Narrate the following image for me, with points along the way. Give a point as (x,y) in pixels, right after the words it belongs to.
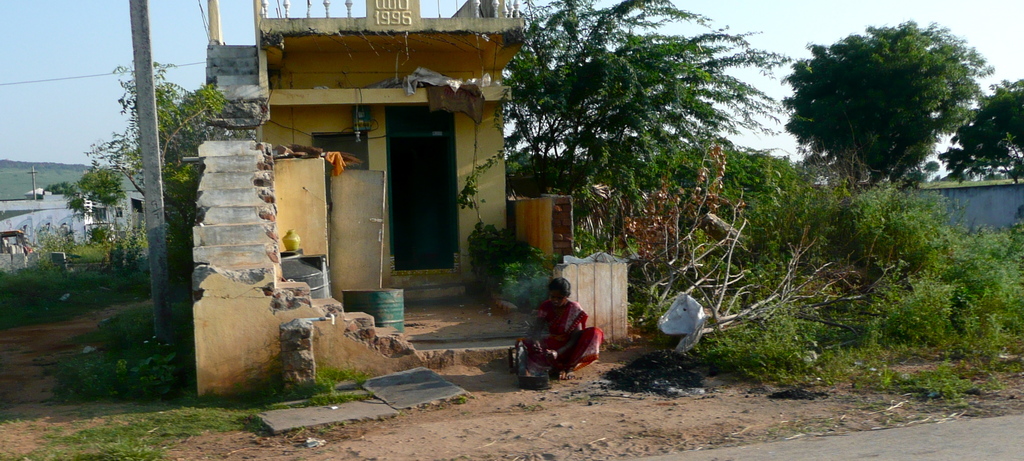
In this picture there is a woman (586,352) and there is an iron box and coal (684,354). At the back (345,95) there is a building (225,334) and there is a drum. On the left side of the image (149,182) there are poles (151,157) and buildings (138,210). On the right side of the image (814,288) there is a wall (965,212) and there are trees (704,186). At the top (810,27) there is sky (795,27). At the bottom (770,444) there is a road (869,444) and there is grass (135,457).
